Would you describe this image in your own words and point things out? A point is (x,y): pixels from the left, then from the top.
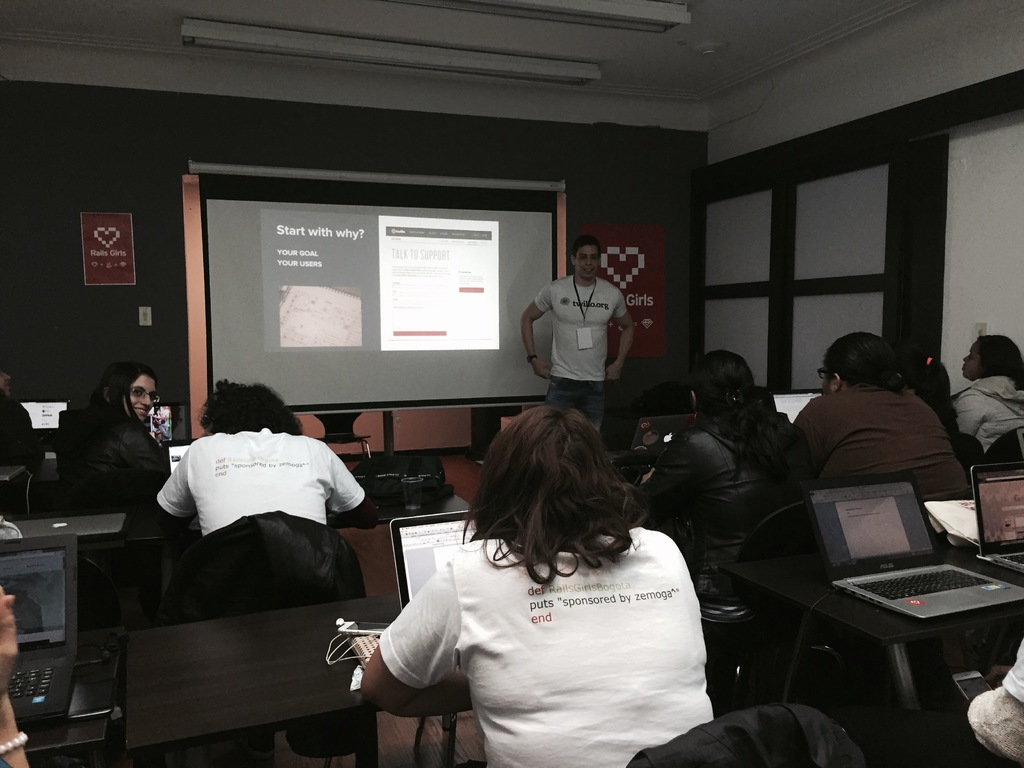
In this image we can see a group of people (498,515) sitting on the benches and the laptops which are placed on the tables (313,648). On the backside (546,384) we can see a man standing beside a display screen (536,393) containing some text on it. We can also see some papers (89,264) on a wall (127,322) and a roof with some ceiling lights (540,63).
